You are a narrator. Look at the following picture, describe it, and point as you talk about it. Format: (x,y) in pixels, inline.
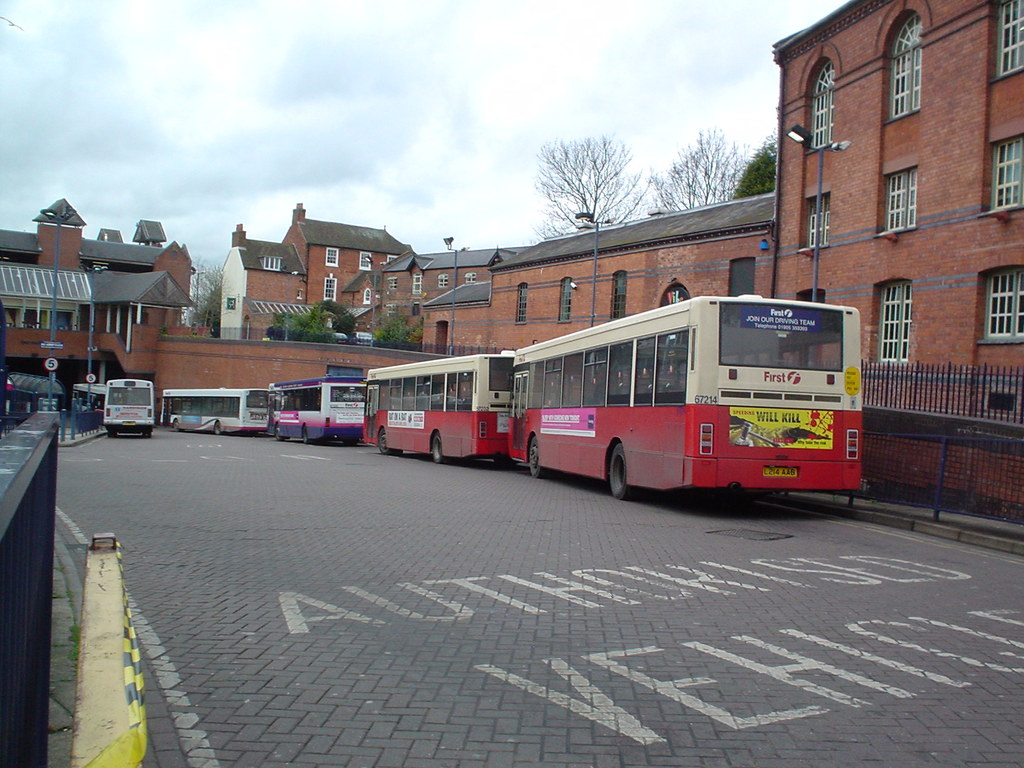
This is an outside view. Here I can see many buses (423,411) on the road (372,585). On both sides of the road (575,546) I can see the railing (44,542). In the background (523,253) there are many buildings (361,295) and trees (332,308). At the top of the image (276,96) I can see the sky (217,87).
